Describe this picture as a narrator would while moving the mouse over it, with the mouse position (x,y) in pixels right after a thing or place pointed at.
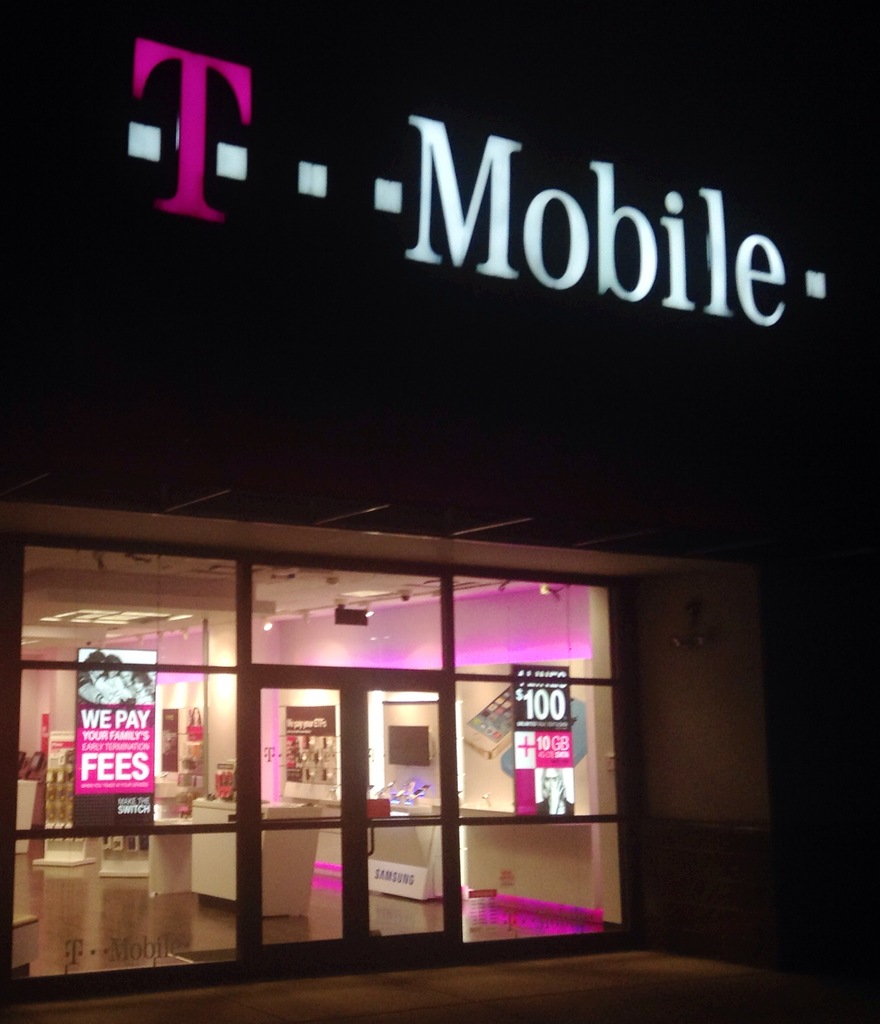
In this image we can see a store (294,861), mobiles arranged in the racks (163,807), advertisement boards (138,779) and a name board (771,317).
